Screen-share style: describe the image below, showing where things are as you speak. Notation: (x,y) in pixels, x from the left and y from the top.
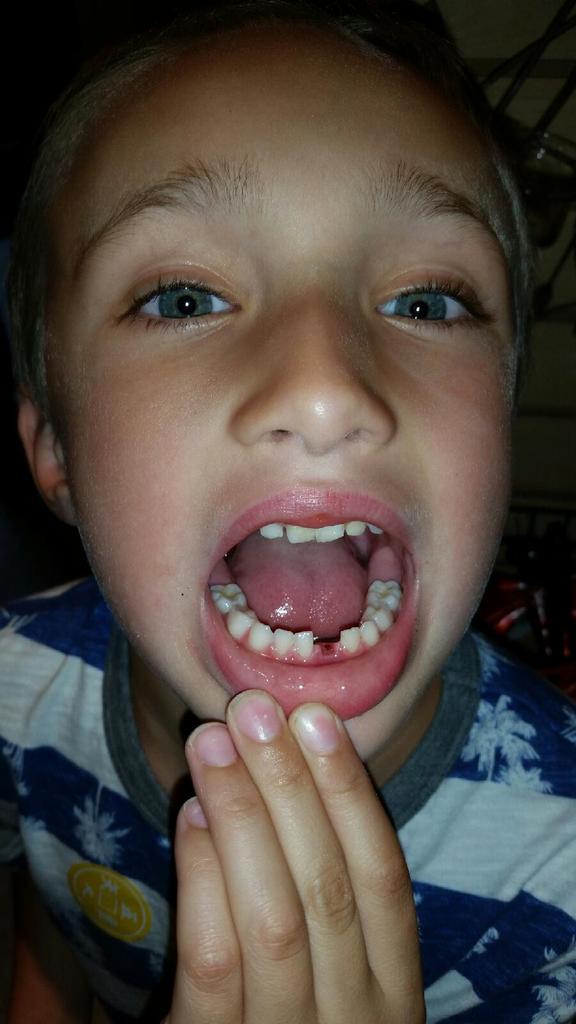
In this image we can see a person (313,766) with open mouth (401,657). And at the back (515,490) there are few objects (513,73).
